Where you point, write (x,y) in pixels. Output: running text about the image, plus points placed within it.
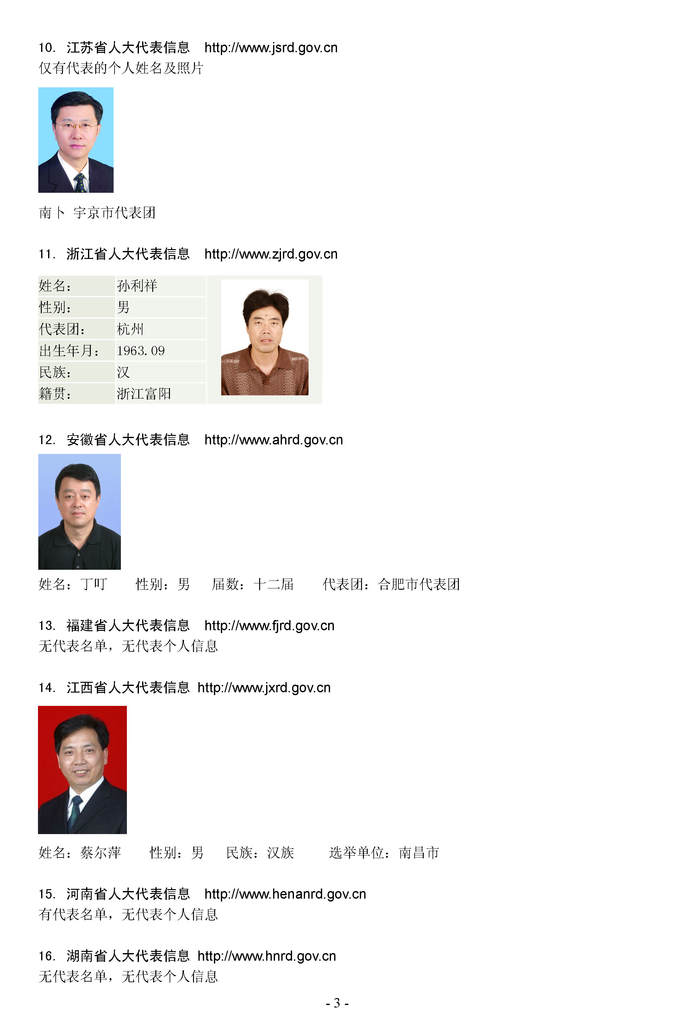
In the image I can see something is written with black color and few pictures (87,756) of persons (95,762). I can see the white colored background (30,340).
